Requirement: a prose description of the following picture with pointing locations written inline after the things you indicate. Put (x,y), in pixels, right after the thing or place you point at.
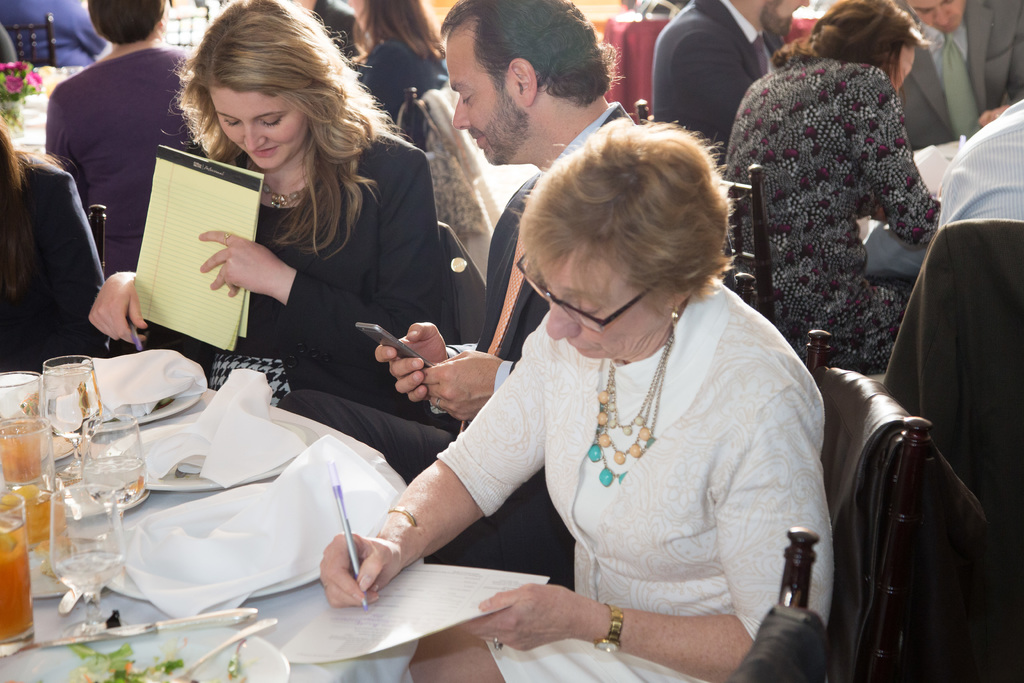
In this image, we can see a lady (418,521) holding a paper (430,593) and a pen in her hands (546,614) and there is a man (408,341) holding mobile (388,343) in his hands (422,378) and there is an another lady (251,279) holding a book (188,287) and pen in her hands (113,298). In the background (828,221), we can see some other people (773,105) sitting on the chairs (759,266) and there are some glasses (138,490), papers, spoons (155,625), plates (189,649), which are placed on the table (215,605).
